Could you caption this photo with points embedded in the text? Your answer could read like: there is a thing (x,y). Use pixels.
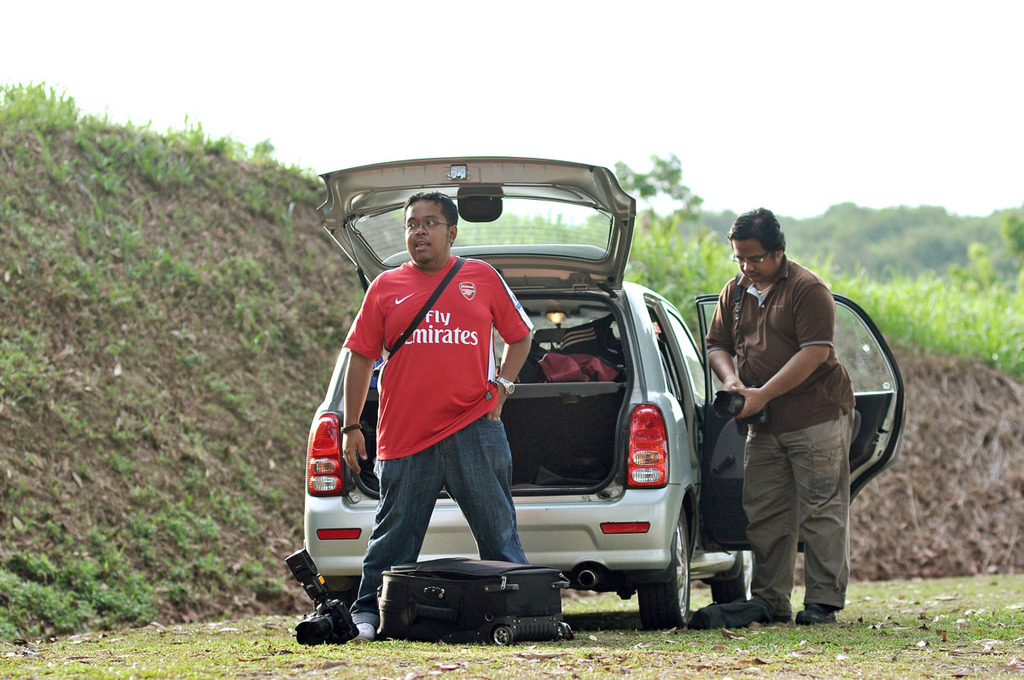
At the bottom of this image (400,459), there is a person (426,459) in a red color t-shirt (392,371), standing on the ground (415,660) in front of a camera (343,624) and a bag (500,627). Behind him, there is a vehicle (642,476). Besides this vehicle (650,397), there is a person (719,362) holding a camera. In the background (1021,359), there are mountains (906,229) and there are clouds (797,34) in the sky (676,94).
